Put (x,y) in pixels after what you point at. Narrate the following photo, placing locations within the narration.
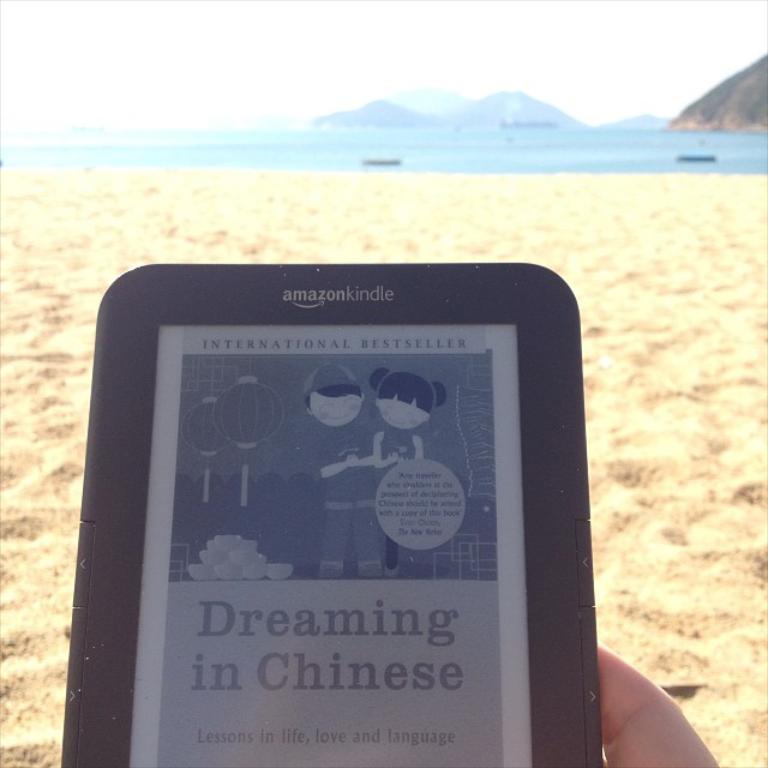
As we can see in the image there is a human hand (643,741) holding tablet (359,537) and there is sand (314,255). In the background (652,152) there is water (424,151) and hills (457,96). On the top (508,70) there is sky (241,64).
